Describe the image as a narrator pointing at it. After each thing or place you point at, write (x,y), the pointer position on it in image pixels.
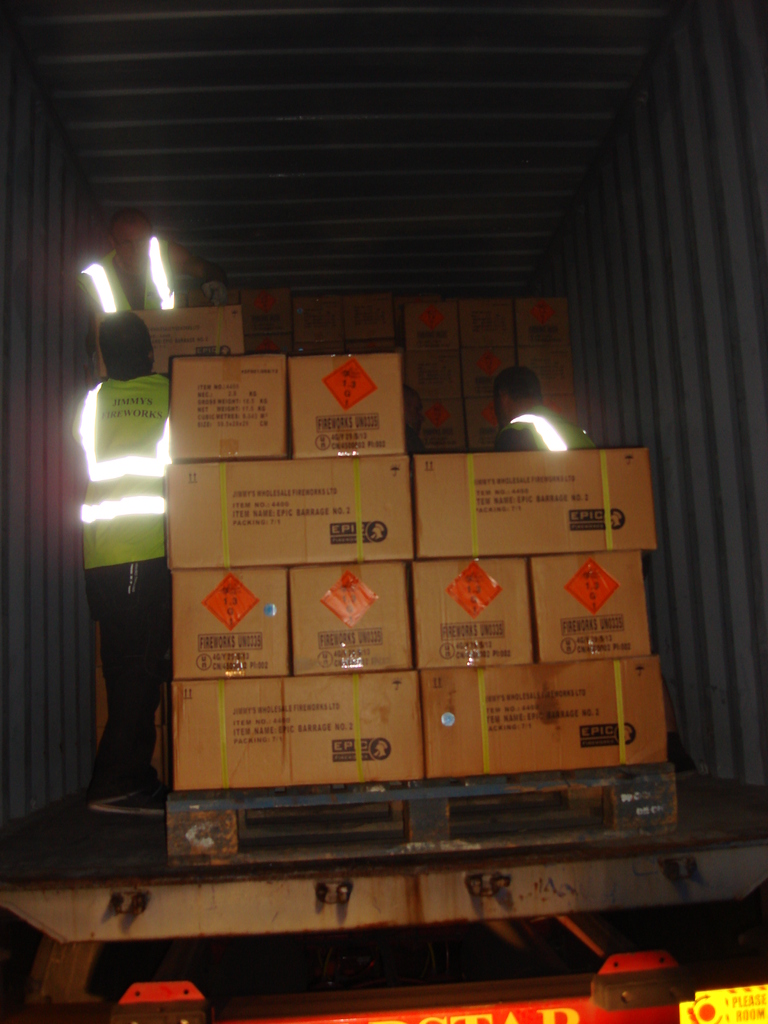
These three people (159,291) wore radium jackets (515,428). Beside these people (544,447) there are cardboard boxes (311,417).
